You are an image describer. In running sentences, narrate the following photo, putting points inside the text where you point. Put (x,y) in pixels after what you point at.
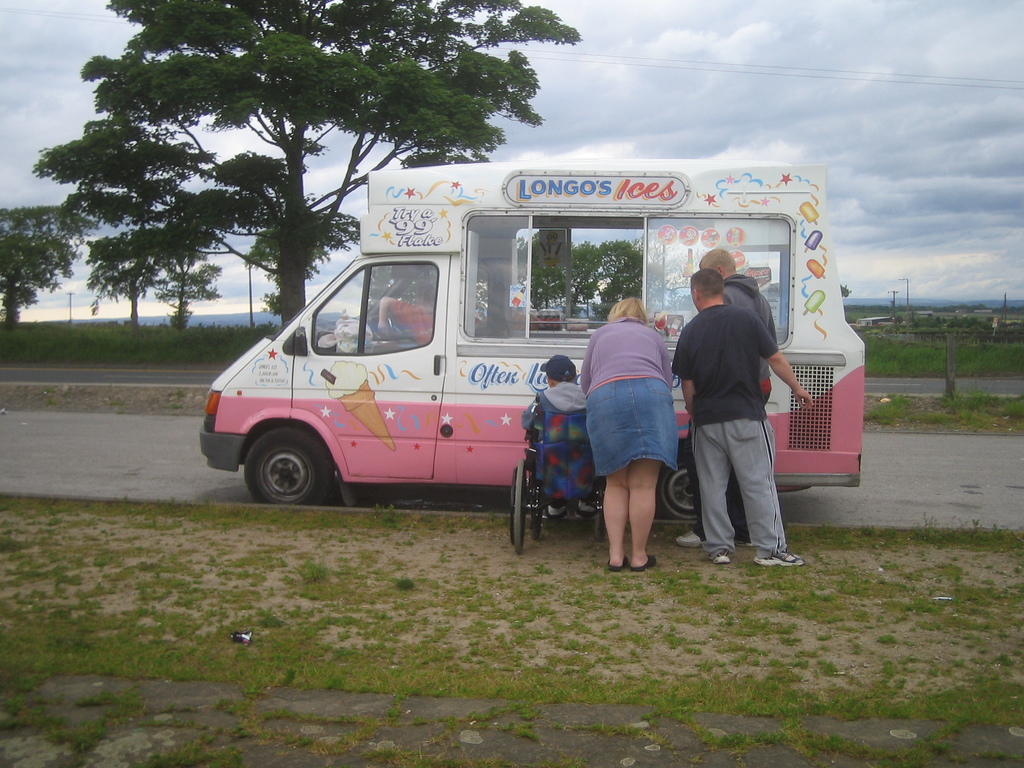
A man (562,406) in a wheel chair (546,425), a woman (607,327) and two other men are standing near a mobile ice cream vendor (519,258). The vehicle (429,338) is parked beside a road (187,418). There are some trees (207,209) in the background (145,281). The sky (263,288) is cloudy.
